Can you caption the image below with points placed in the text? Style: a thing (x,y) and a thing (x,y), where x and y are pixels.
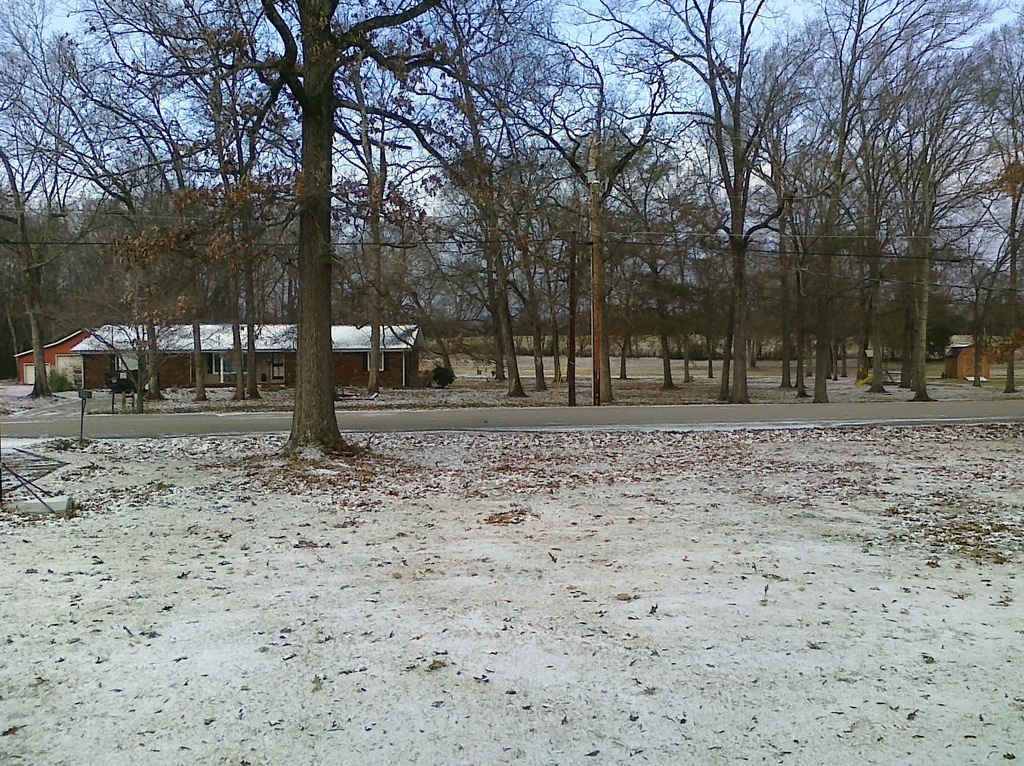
In this image in the background (347,338) there are trees (919,329) and there are houses (115,360).
